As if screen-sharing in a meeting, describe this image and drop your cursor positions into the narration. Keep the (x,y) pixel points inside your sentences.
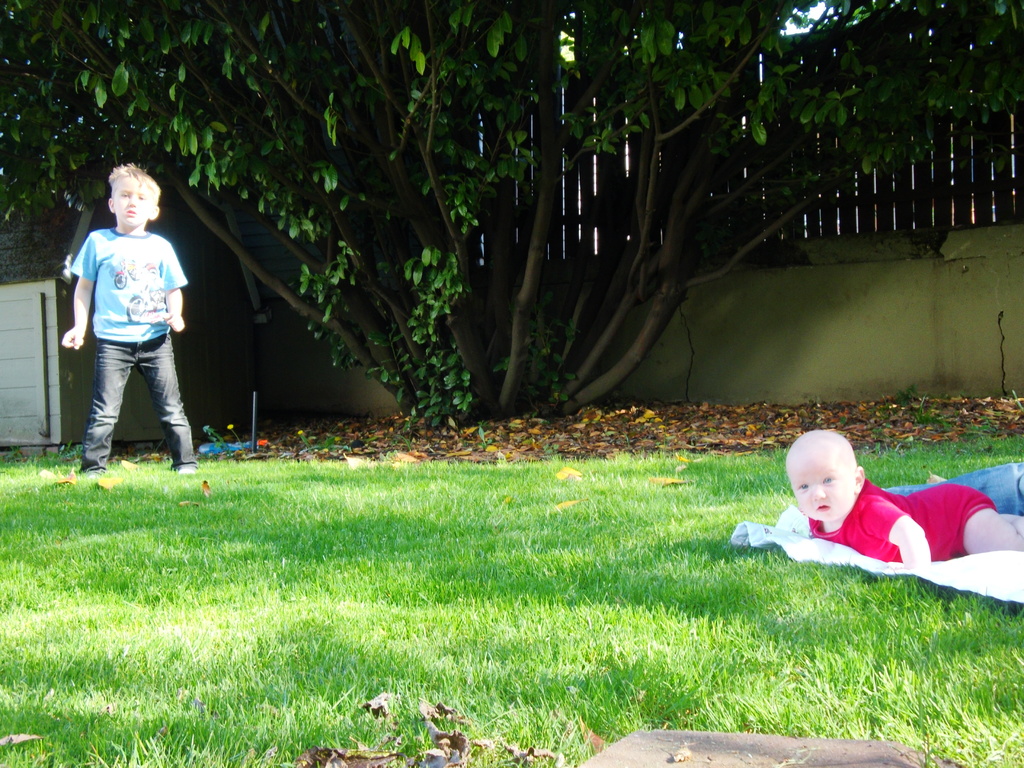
In this image we can see a kid (883,513) lying on the cloth (810,537), which is on the ground (636,550), another boy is standing, there are trees (322,169), grass (560,609) and a wooden object (870,203), also we can see the wall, and the sky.
